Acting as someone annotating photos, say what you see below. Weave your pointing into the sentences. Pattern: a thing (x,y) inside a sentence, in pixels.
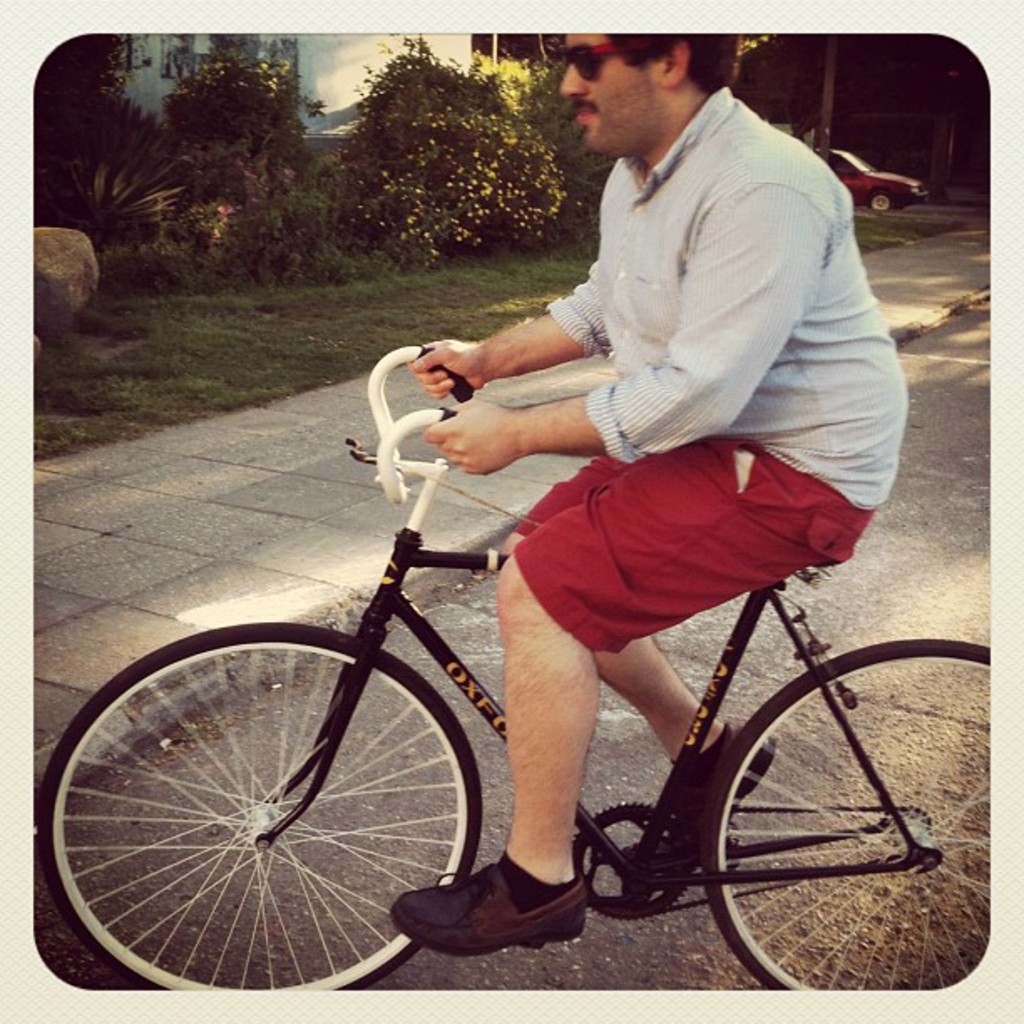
In this picture we can see man (831,500) sitting on bicycle (491,507) and riding it on road (425,610) and aside to that there is a foot path (245,511), grass (331,288), tree (409,131) and in background (910,198) we can see a car (865,185).
